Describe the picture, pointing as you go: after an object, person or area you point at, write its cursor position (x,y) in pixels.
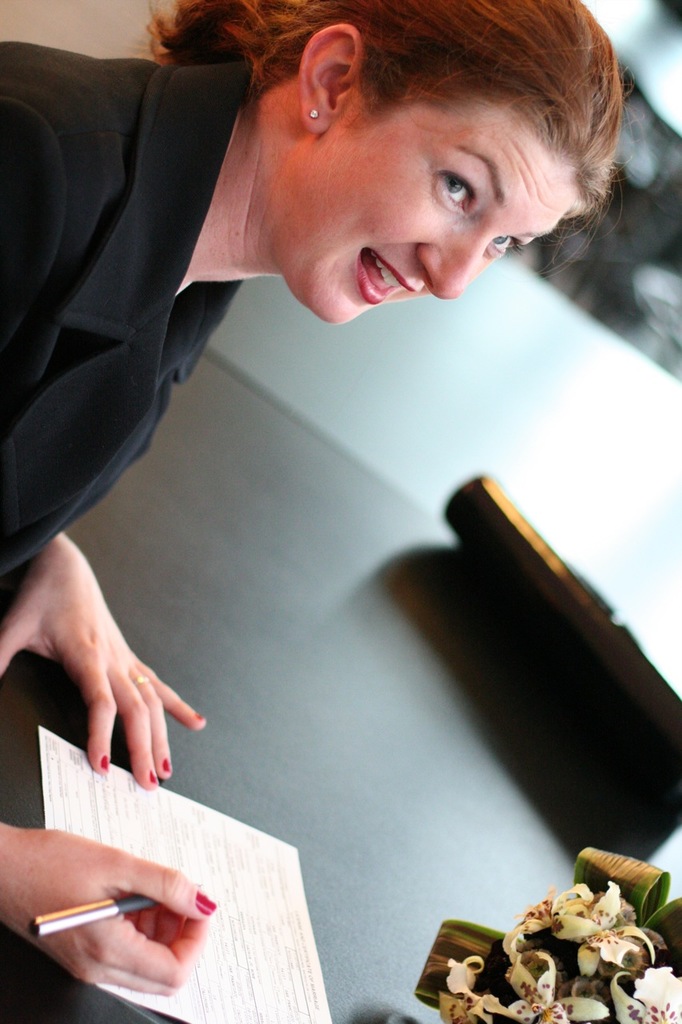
There is a woman (166,309) holding a pen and we can see paper (256,958), flowers (667,977) and object (659,695) on the table (291,724). In the background (606,233) it is blur.
